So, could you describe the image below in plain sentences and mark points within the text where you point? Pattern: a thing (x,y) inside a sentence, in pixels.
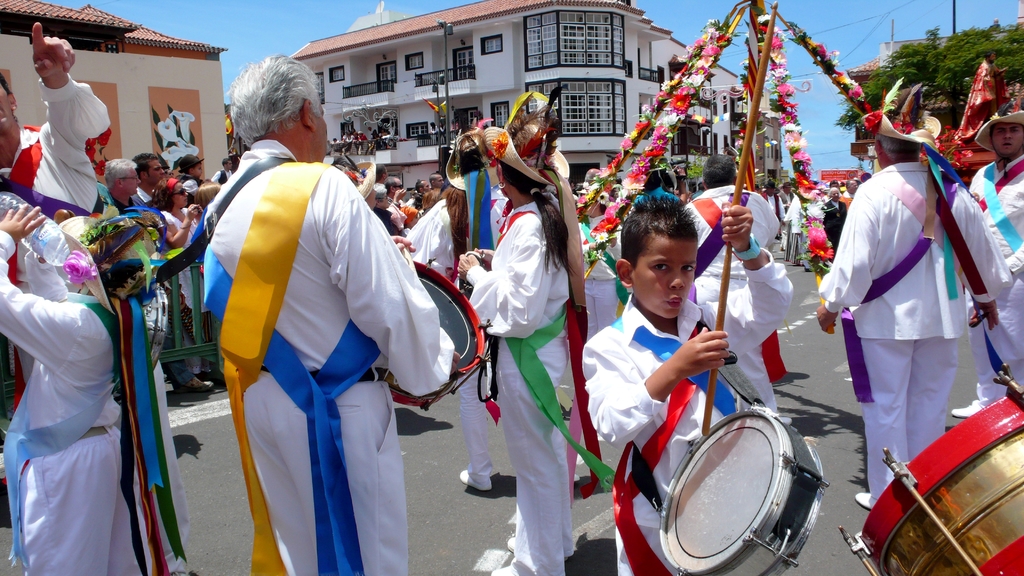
In the image we can see there are people (416,294) who are standing and at the back (370,54) there is a building (474,85).
